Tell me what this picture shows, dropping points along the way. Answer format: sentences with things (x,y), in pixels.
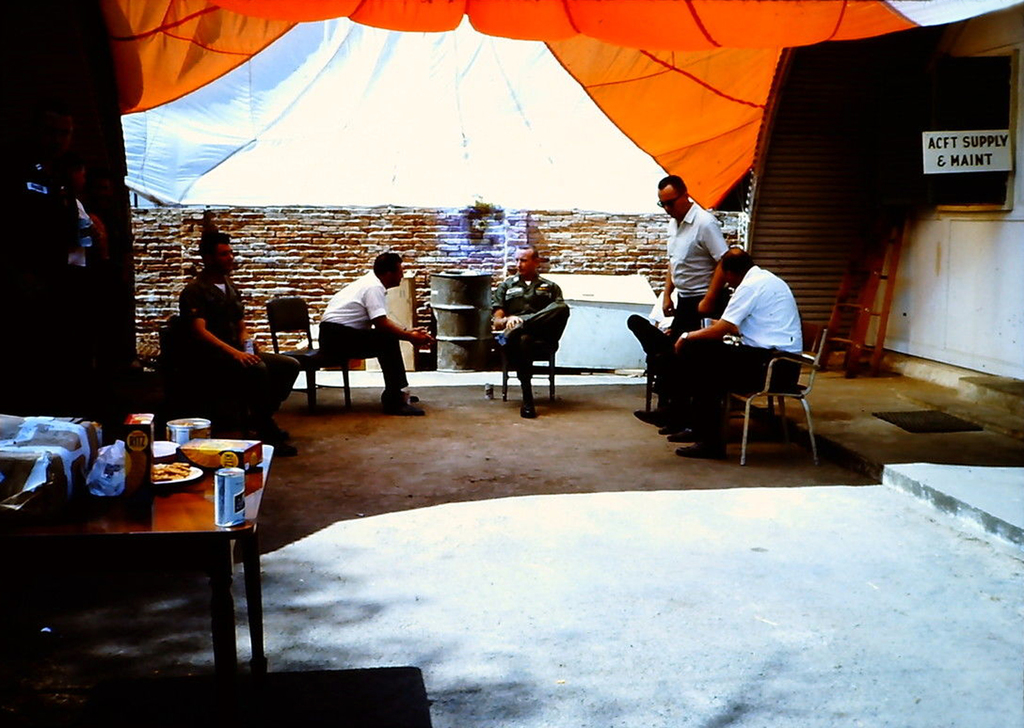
In this image I see 4 men (702,394) who are sitting on the chair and I see another men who is standing on the floor (603,444). I can also see there are few things (233,518) on the table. In the background (137,343) I see the wall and the clothes (204,180).
